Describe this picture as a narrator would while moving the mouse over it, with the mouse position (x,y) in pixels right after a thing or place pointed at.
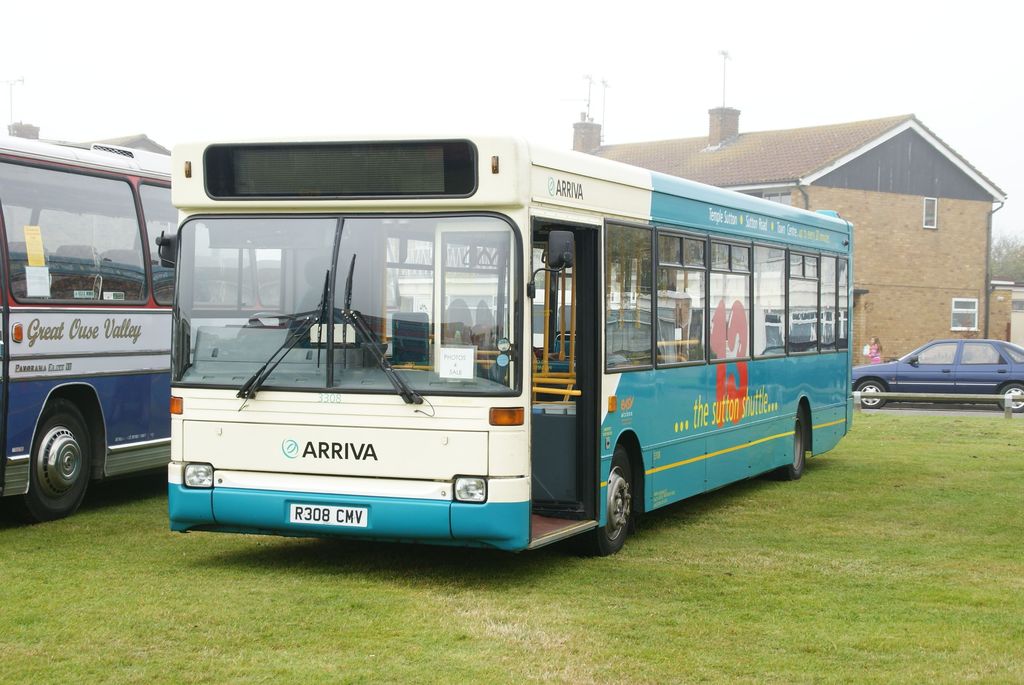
In this image we can see buses (334,458) on the grass (703,560). In the background of the image (847,166) there are houses (876,220), cars (1007,384) on the road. At the top of the image (424,30) there is sky (300,29).
